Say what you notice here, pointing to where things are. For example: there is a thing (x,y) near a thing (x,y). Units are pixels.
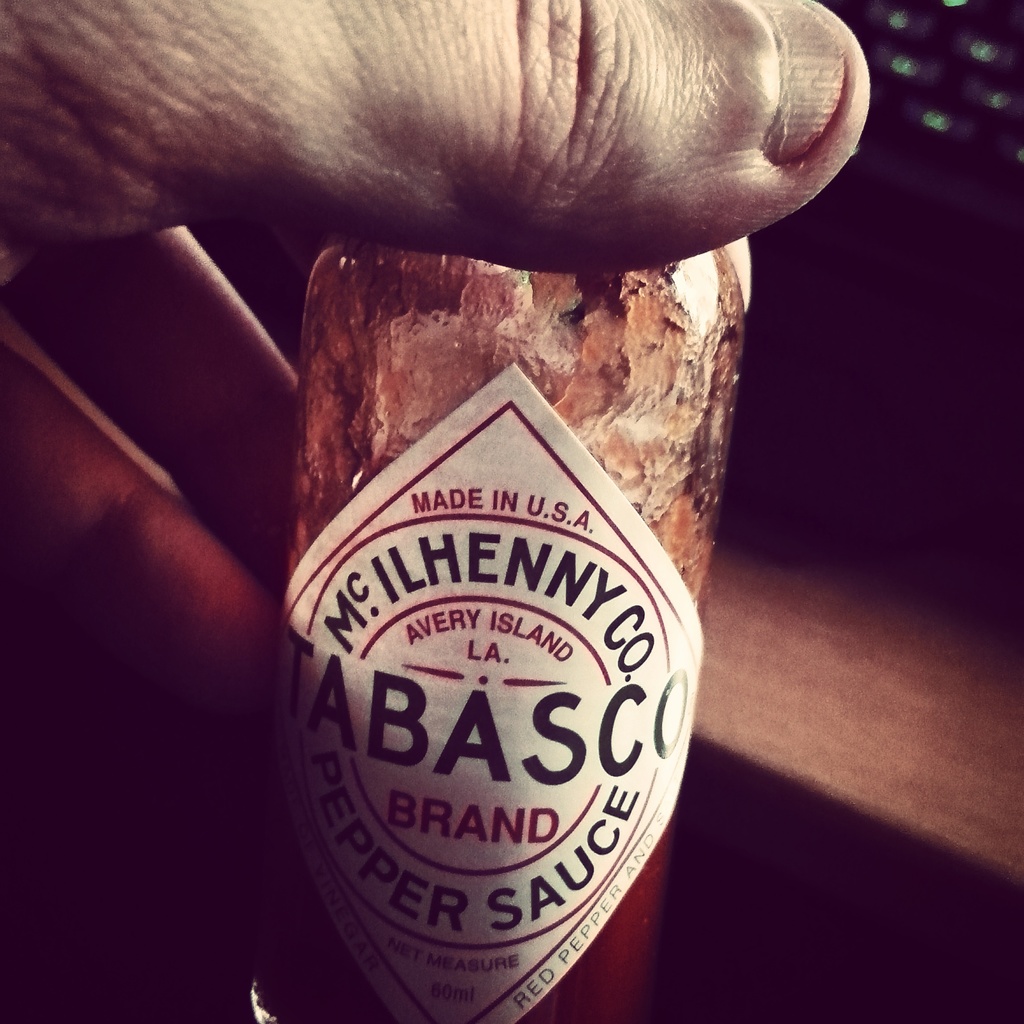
The person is holding a pepper sauce bottle (504,671) in his hand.
